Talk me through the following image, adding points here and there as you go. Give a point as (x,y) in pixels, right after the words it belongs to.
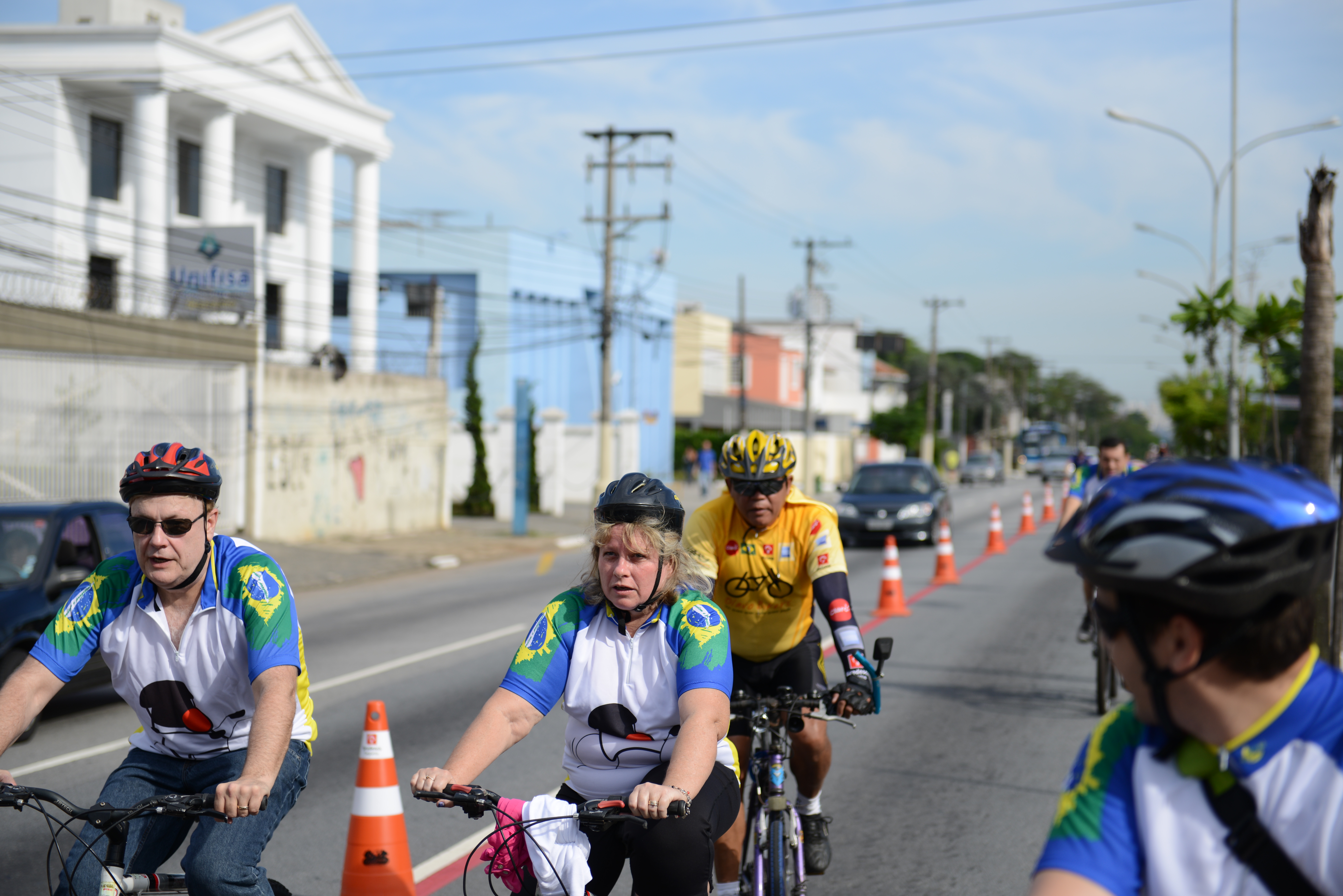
In this image there are group of people (769,646) riding their bicycles (781,853) in the street (875,607), and in back ground (731,425) there are buildings (504,397), poles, trees (922,366), cars (984,465), and sky (974,288) covered with clouds (1059,211).
